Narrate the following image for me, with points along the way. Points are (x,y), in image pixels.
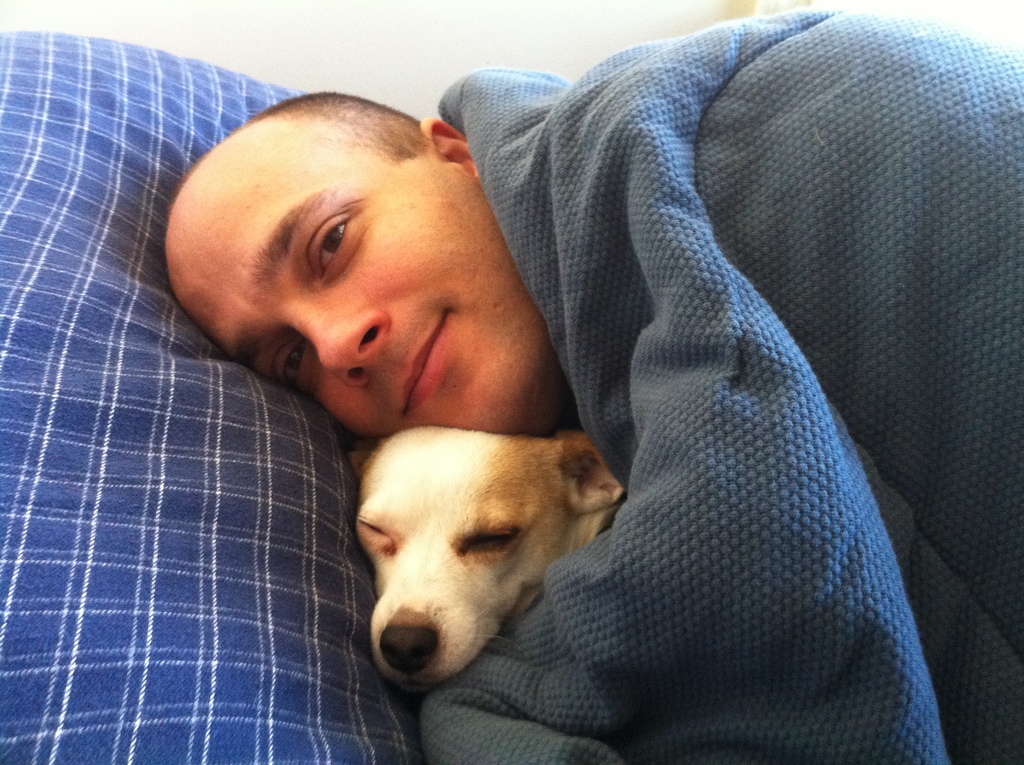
As we can see in the image there is a man (373,302) and a dog (454,580).
